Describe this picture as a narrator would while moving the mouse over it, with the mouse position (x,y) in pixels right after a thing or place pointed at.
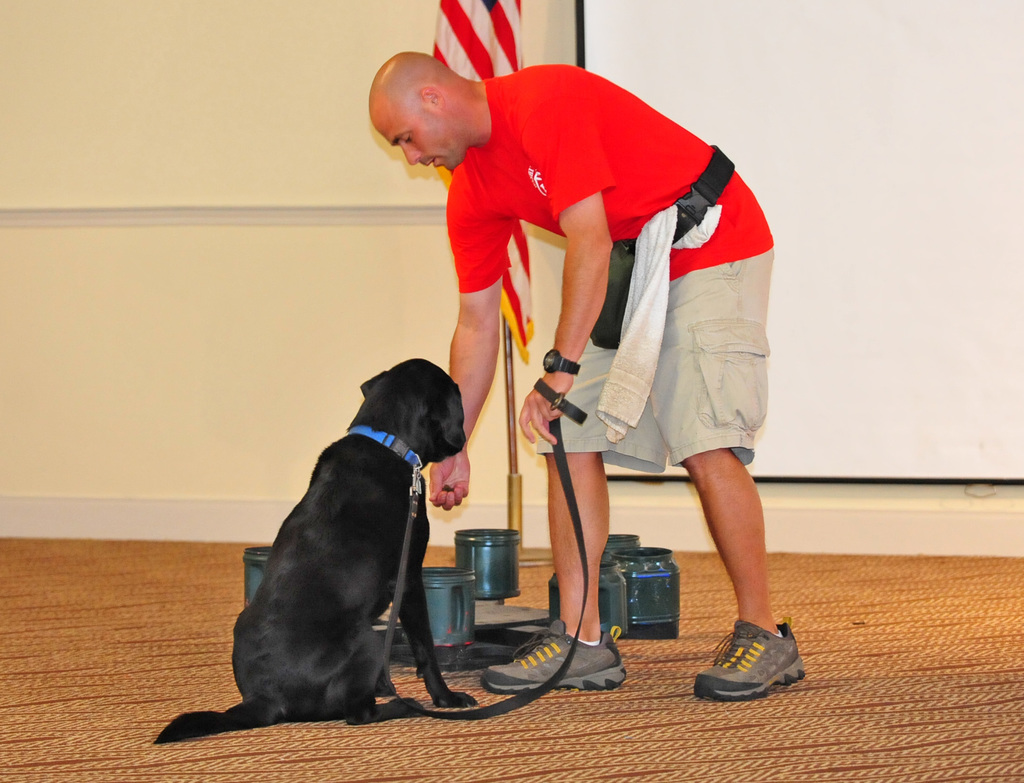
This picture describes about a man (522,147) holding a dog (354,470) and we can see some jars (646,576), a flag (454,48) and a projector screen (849,271).
